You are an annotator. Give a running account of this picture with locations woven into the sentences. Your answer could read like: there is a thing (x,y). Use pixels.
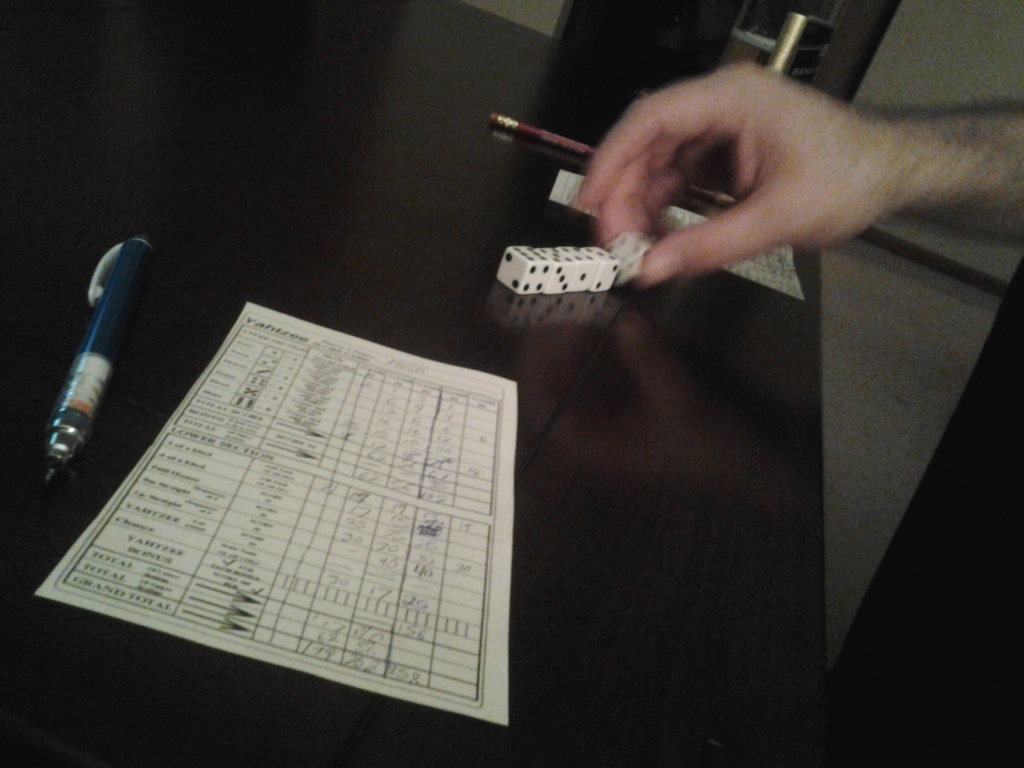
In this image there is a table (255,666) having a paper (246,590), pen (56,422), pencil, dices (559,277) are on it. Right side (693,246) there is a person (958,124) hand (678,255) holding a dice (637,241). Behind the table (594,234) there is a door (873,32).
